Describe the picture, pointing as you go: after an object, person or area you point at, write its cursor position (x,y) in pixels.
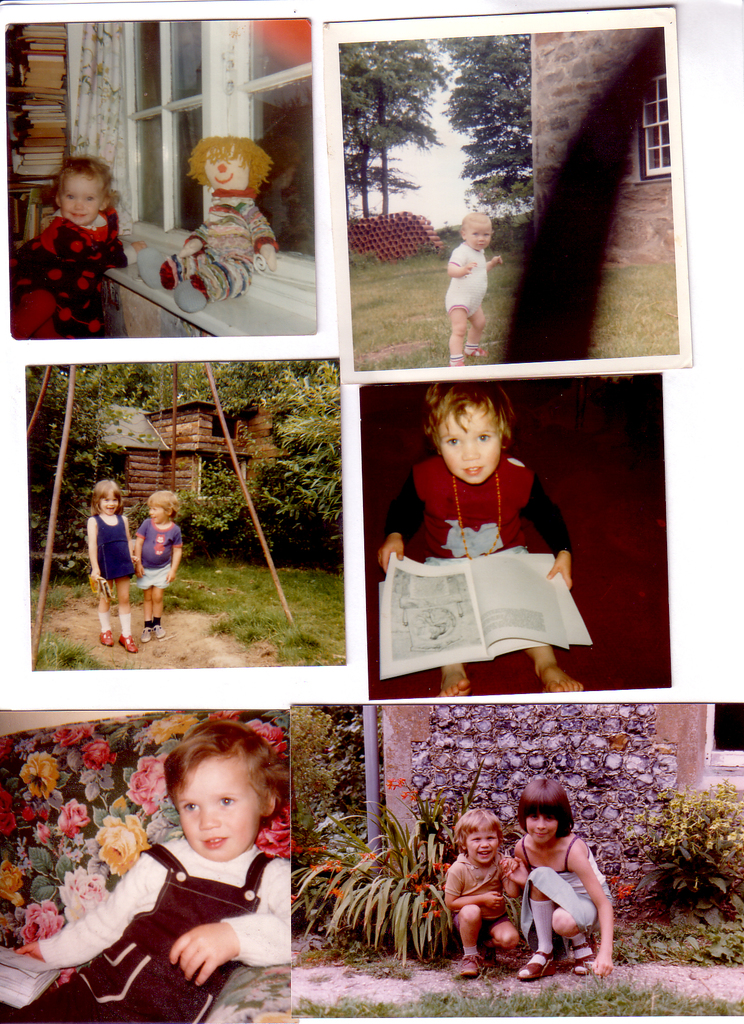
In this picture there are six collage photographs (322,495) of the small kids (487,842) playing and sitting.
